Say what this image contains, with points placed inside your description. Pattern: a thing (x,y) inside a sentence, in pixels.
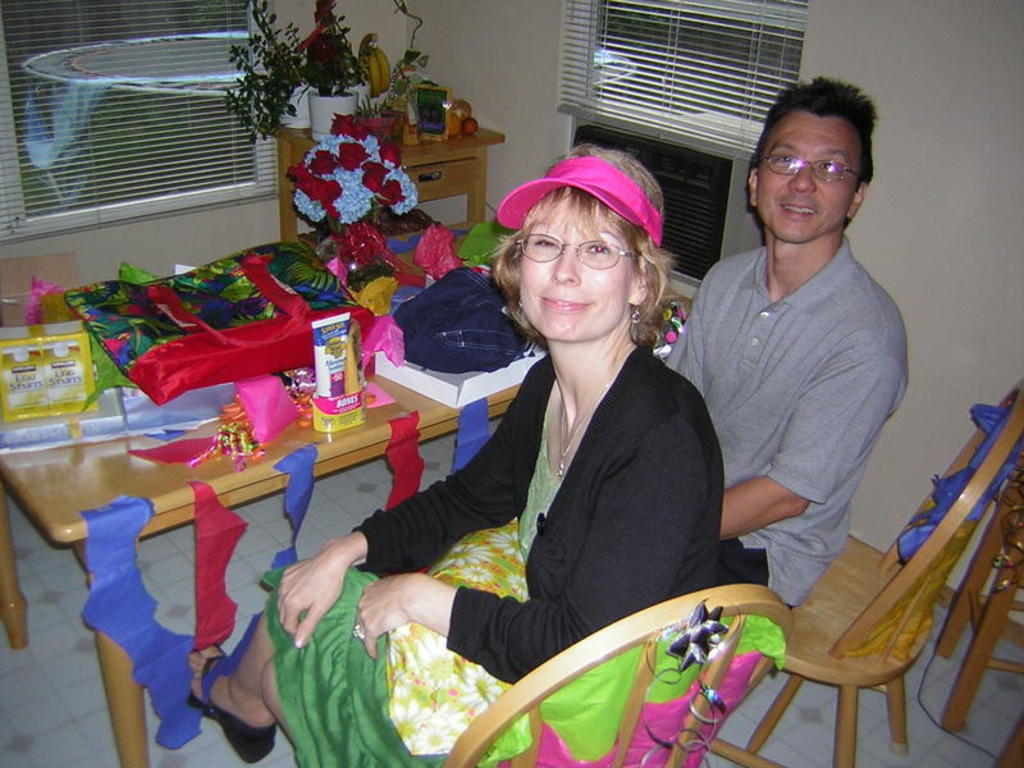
Bottom right side of the image (865,674) two persons (628,386) are sitting on a chair (975,464) and they are smiling. In front of them there is a table (30,489) on the table (47,493) there are some bags (90,302) and there are some products (14,371). In the middle of the image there is a table (479,136) on the table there are some plants (365,108), fruits (463,120). Top left side of the image (221,105) there is a window (119,36). Through the window (220,97) we can see a trampoline (148,70).
